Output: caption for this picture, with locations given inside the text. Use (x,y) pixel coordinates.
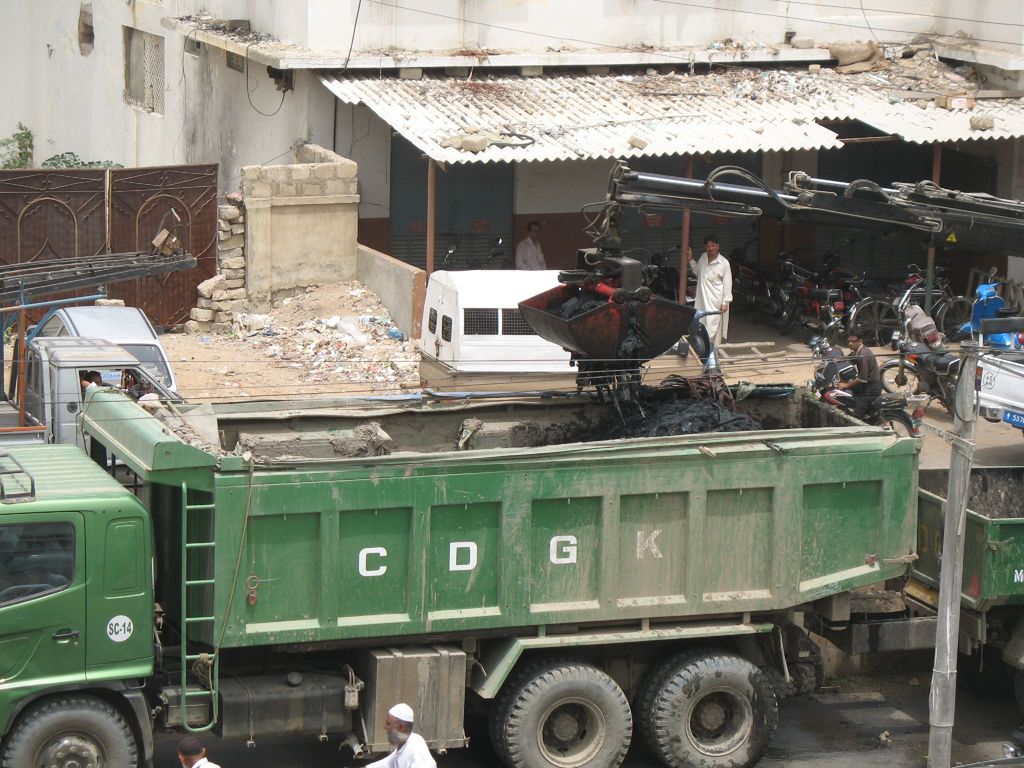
In this image we can see vehicles (1007,518). Also there is a buildings (471,64) with pillars (684,277) and shutters (903,161). And we can see bucket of a crane (931,201) with handle (876,211). Also there are motorcycles (838,319) near to the building (410,77). And there are stones (202,323).
